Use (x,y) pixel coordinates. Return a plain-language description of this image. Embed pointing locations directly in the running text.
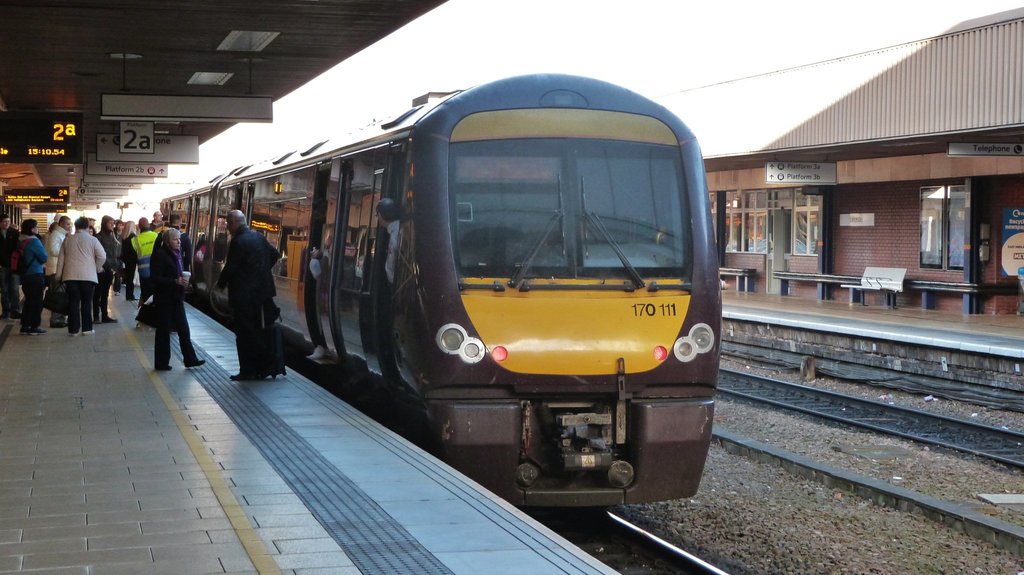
In the picture there is a train (487,247) on the railway track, beside the train (609,92) there many tracks (793,386) present, there is a platform (55,450), there are people (4,244) present, there are many boards (114,152) with the text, there are many benches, there is a clear sky (652,50).
